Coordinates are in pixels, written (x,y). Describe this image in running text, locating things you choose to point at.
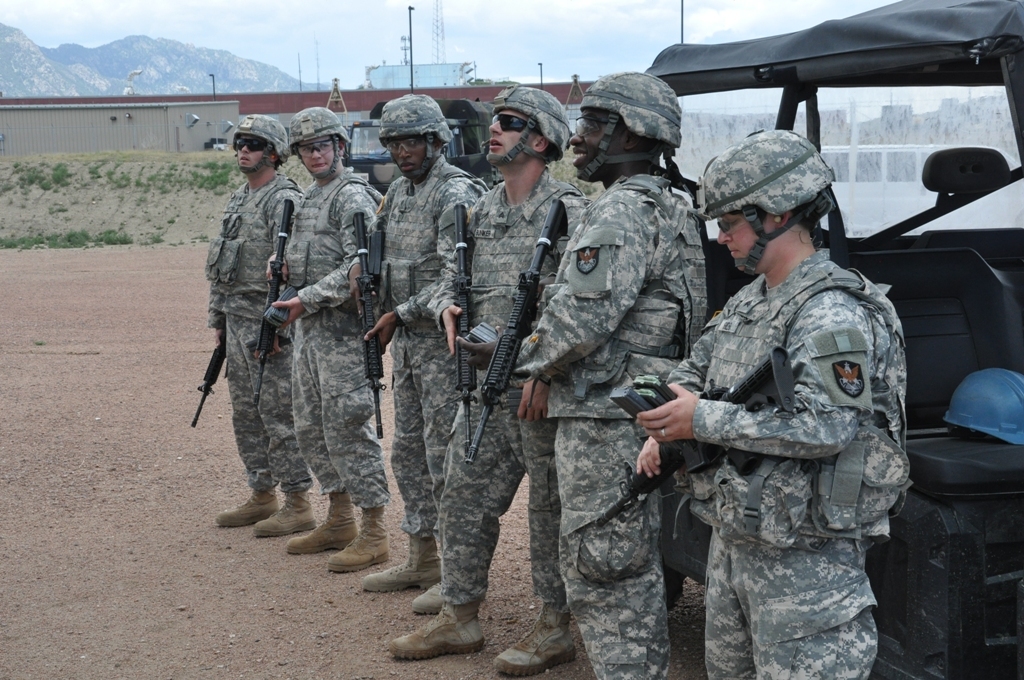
This picture shows few people (460,197) wore helmets (597,105) on their heads (600,125) and sunglasses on their faces (735,232) and all of them holding guns (647,494) in their hands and we see a vehicle (849,221) on the side and we see buildings (22,133) and hills (60,48) and a cloudy Sky (253,39).
